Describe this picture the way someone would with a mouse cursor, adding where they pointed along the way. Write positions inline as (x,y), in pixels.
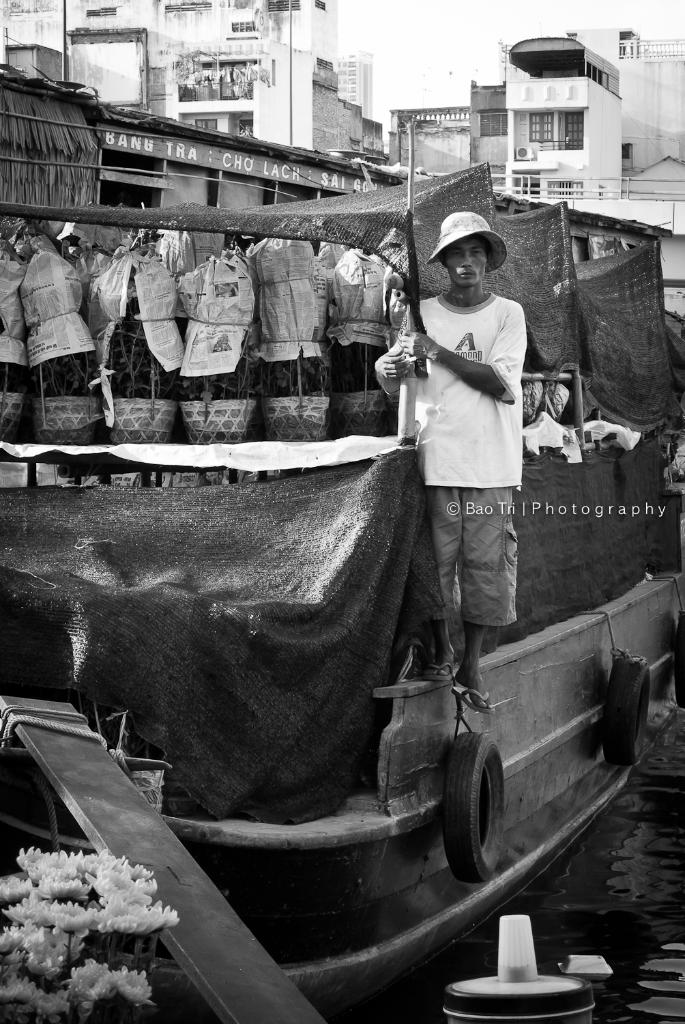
In the center of the image (441,680) there is a boat (376,702) and we can see a man (468,451) standing in the boat (510,669). At the bottom (498,923) there is water (623,840). In the background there are buildings (632,180). On the left (157,889) we can see flowers (81,936). At the top (428,15) there is sky (442,69).
